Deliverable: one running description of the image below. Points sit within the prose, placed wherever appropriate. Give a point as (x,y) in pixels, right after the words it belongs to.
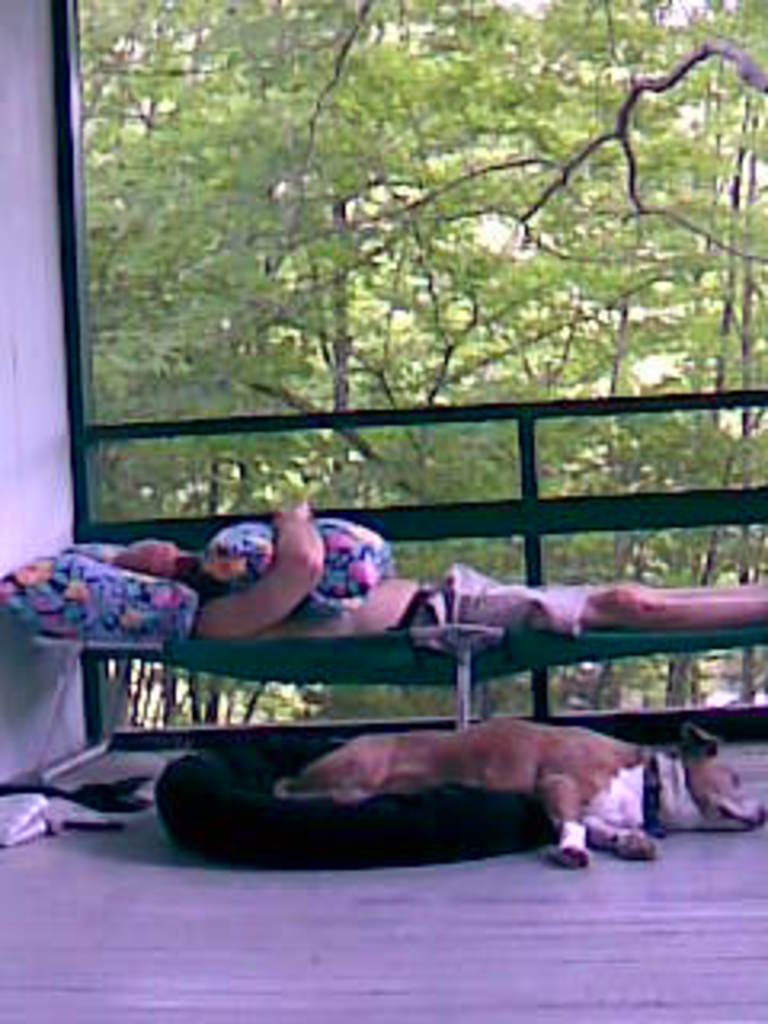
As we can see in the image there is dog (487,782), pillows (245,556), a man (270,586) sleeping on bed (405,646) and there are trees (405,281).
